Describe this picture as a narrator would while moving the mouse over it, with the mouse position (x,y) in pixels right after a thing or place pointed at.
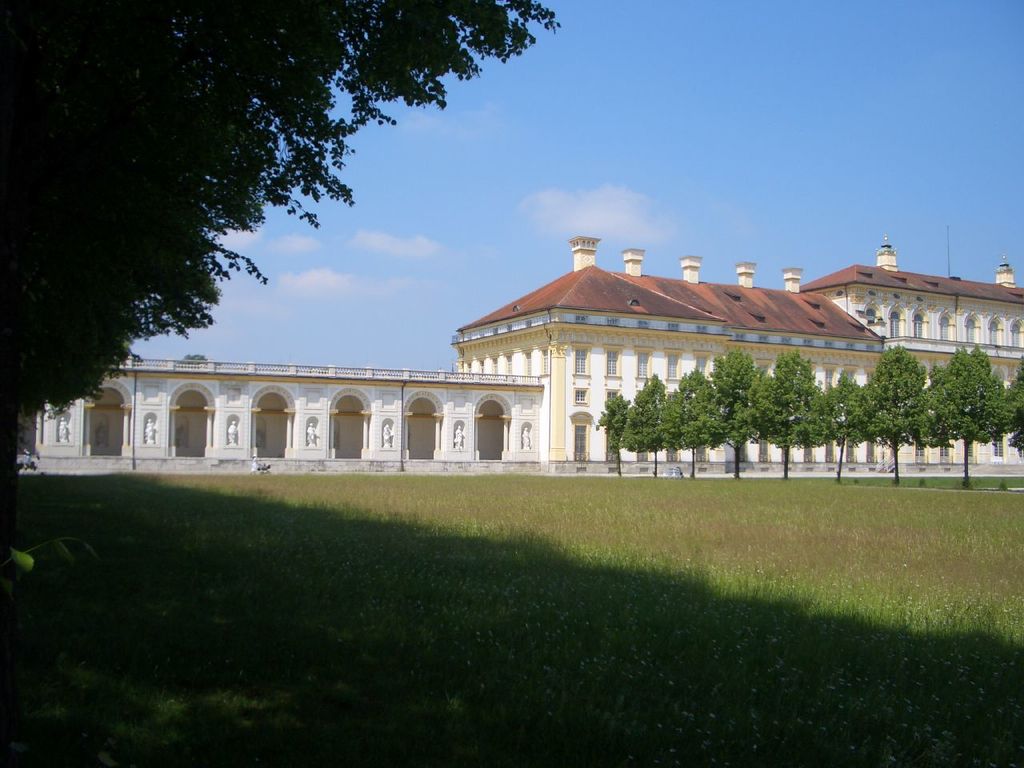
In this picture we can see grass (425,594), few trees (272,201) and buildings (629,331), in the background (355,229) we can see clouds (374,241).
